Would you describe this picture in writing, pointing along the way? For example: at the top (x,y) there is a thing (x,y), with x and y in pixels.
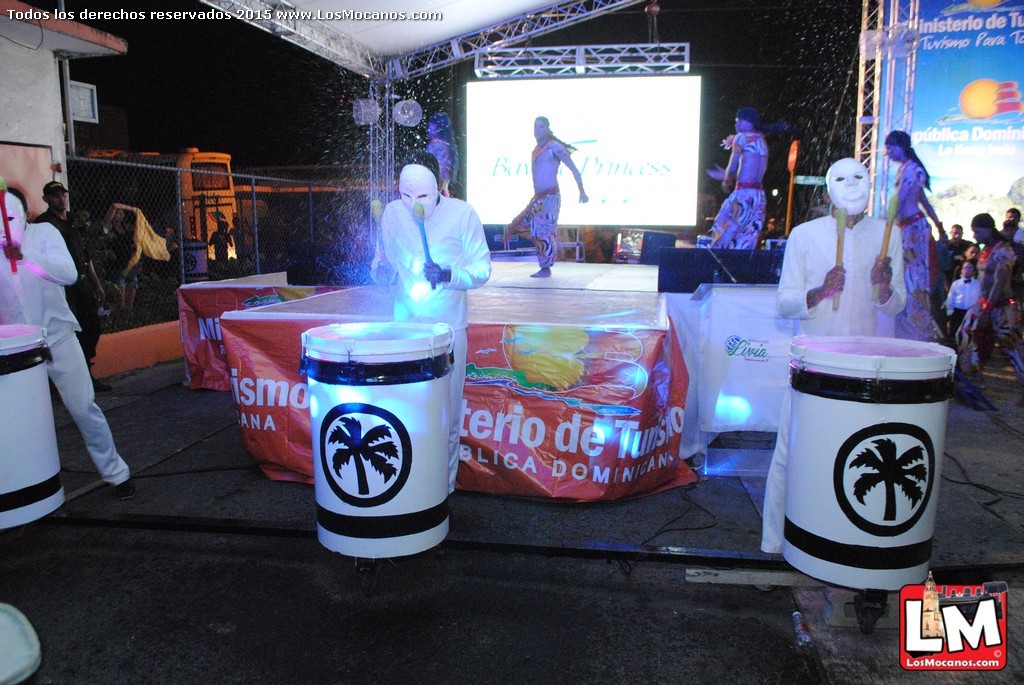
In the picture we can see a floor (217,594) with a stage (222,290) on it we can see some people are dancing and around the stage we can see some people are standing and playing the drums (920,406) they are in different costumes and in the background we can see a screen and besides we can see a fencing wall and some people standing and watching them.
